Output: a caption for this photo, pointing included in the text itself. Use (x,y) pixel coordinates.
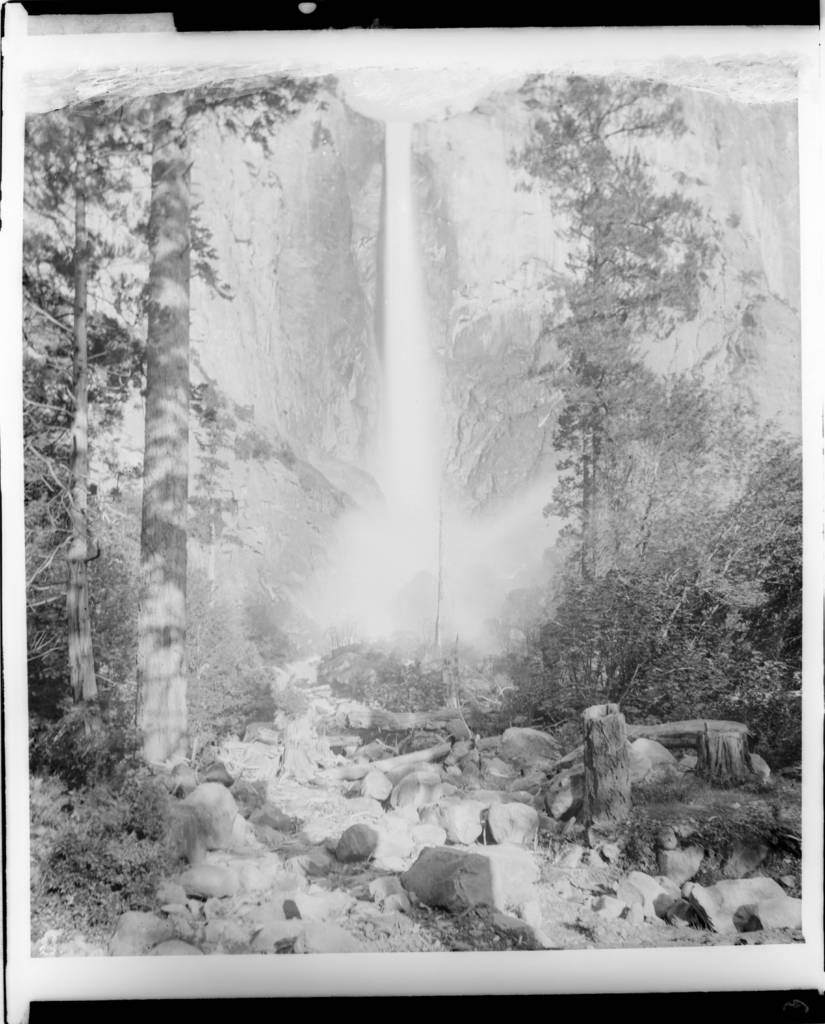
In the image we can see poster (627,642), in it we can see black and picture of stones (425,834), trees (148,528) and waterfalls (354,597).
